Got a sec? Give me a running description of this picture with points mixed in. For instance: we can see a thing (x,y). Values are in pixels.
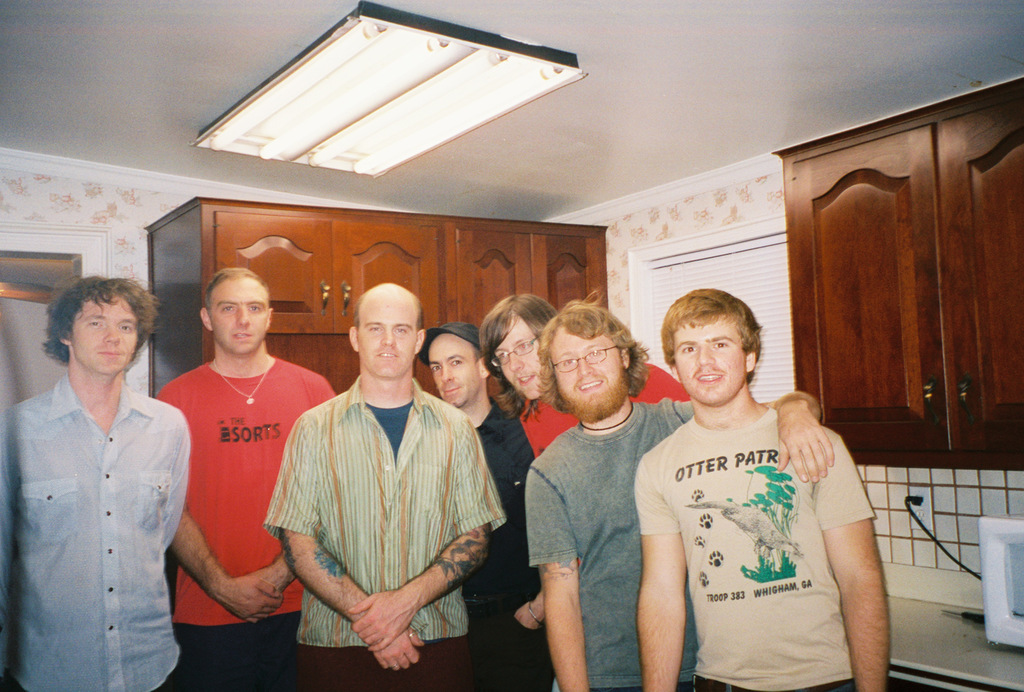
In this image I can see few people (477,534) standing and wearing different color dress (322,401). Back I can see brown color cupboards (267,278), machine (997,594), wall (907,478) and switch board (920,510). Top I can see lights (313,87).
